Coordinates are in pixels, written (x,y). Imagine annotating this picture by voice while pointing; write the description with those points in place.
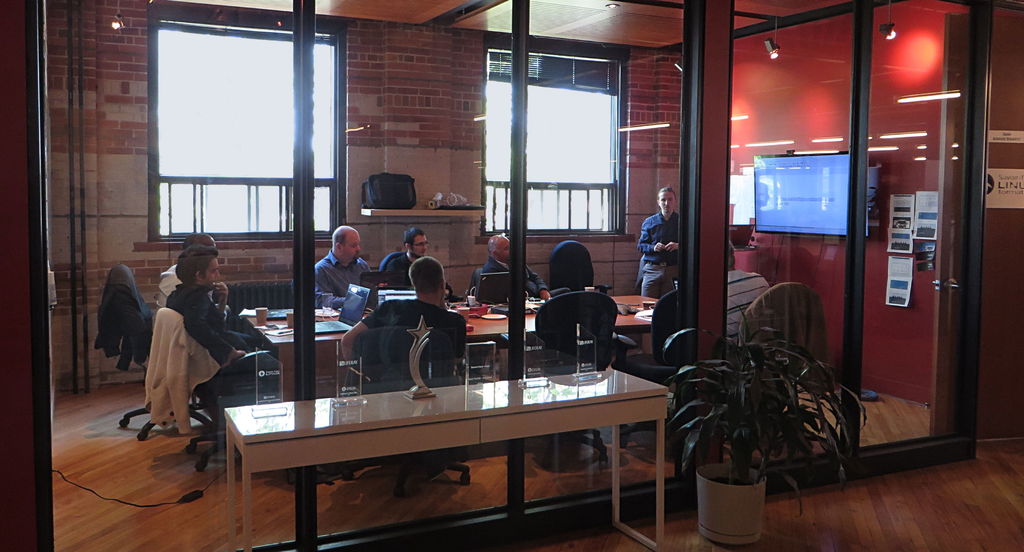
In this picture we can see a group of people (433,286) in room (267,307) where some are sitting on chairs (579,297) and one is standing and in front of them there is table (630,327) and on table (317,305) we can see laptop (368,301), box (481,311), plate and in background (786,184) we can see wall (424,80) with screen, posters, flowerpot (690,390), windows (537,230).
